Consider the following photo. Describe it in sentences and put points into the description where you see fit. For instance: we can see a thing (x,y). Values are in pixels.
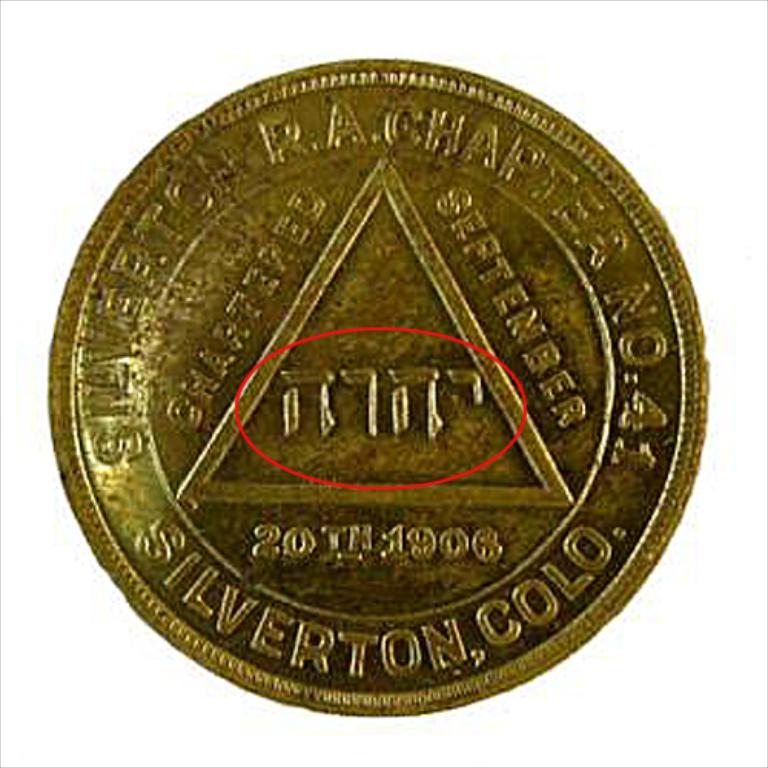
In this picture there is a coin (499,387) with some text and structures (503,372).
